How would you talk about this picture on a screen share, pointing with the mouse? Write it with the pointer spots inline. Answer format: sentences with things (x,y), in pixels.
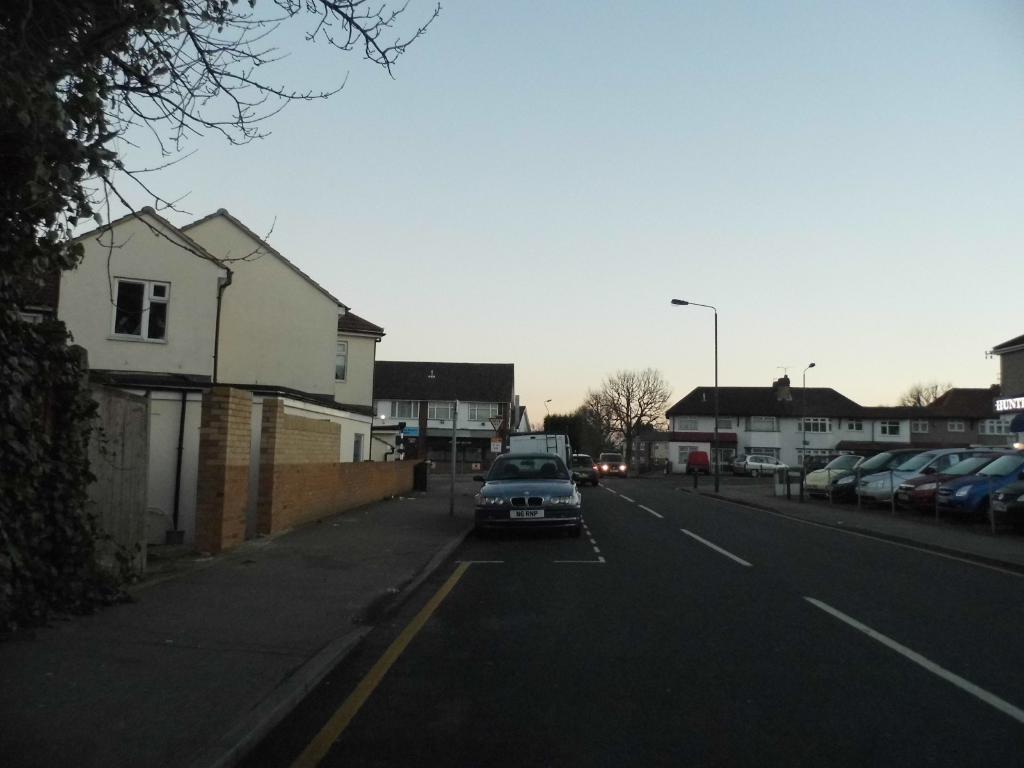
In this image we can see vehicles (568,521). Behind the vehicles (773,463) we can see buildings (661,434), trees (565,429) and poles (802,412) with lights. At the top (565,138) we can see the sky (463,171).
